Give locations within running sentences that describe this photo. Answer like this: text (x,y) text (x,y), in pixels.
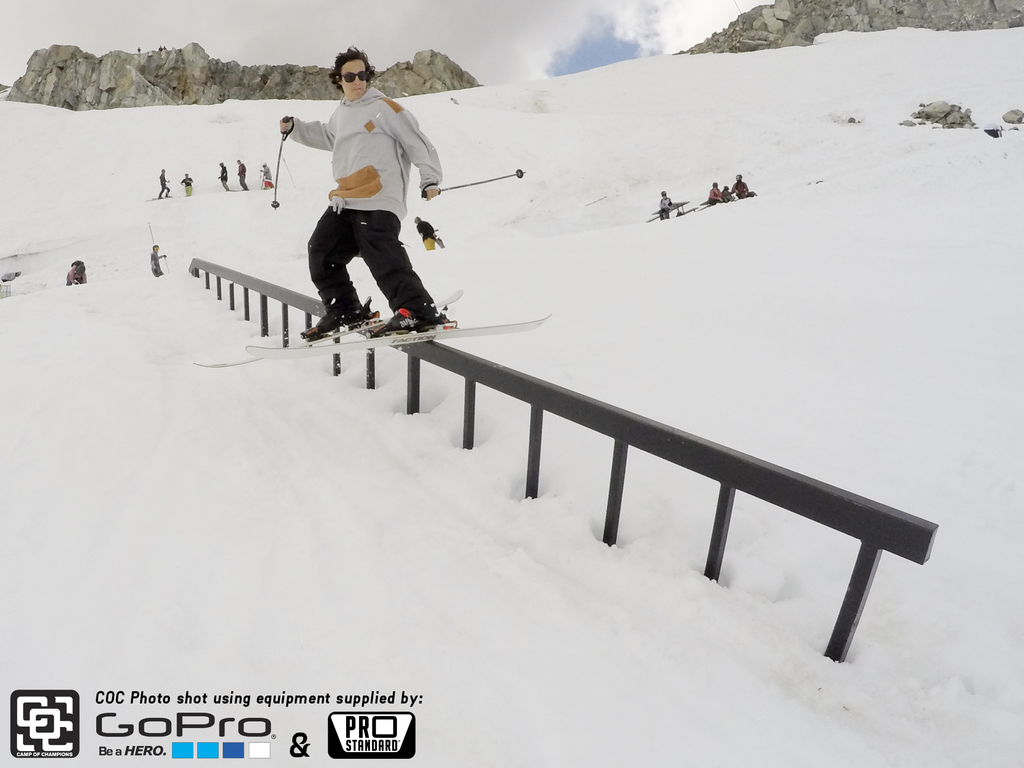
This is the man (372,229) standing along with the ski board (293,356) on an iron pole (891,534). He is holding the ski poles (278,175). There are groups of people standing on the snow (499,199). These are the mountains (102,89). This looks like the watermark (246,726) on the image. I think this is the sky (478,39).
